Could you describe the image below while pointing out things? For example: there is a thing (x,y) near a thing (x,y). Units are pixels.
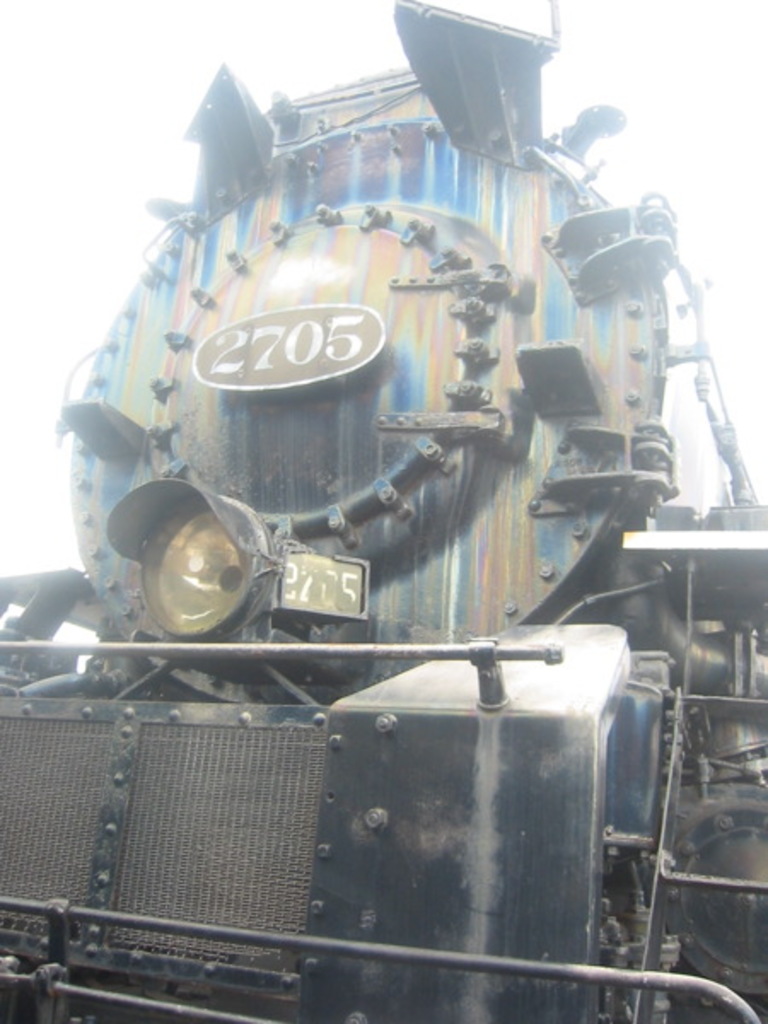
In this image we can see a railway engine (426,398) and sky (176,183) in the background (186,181).
